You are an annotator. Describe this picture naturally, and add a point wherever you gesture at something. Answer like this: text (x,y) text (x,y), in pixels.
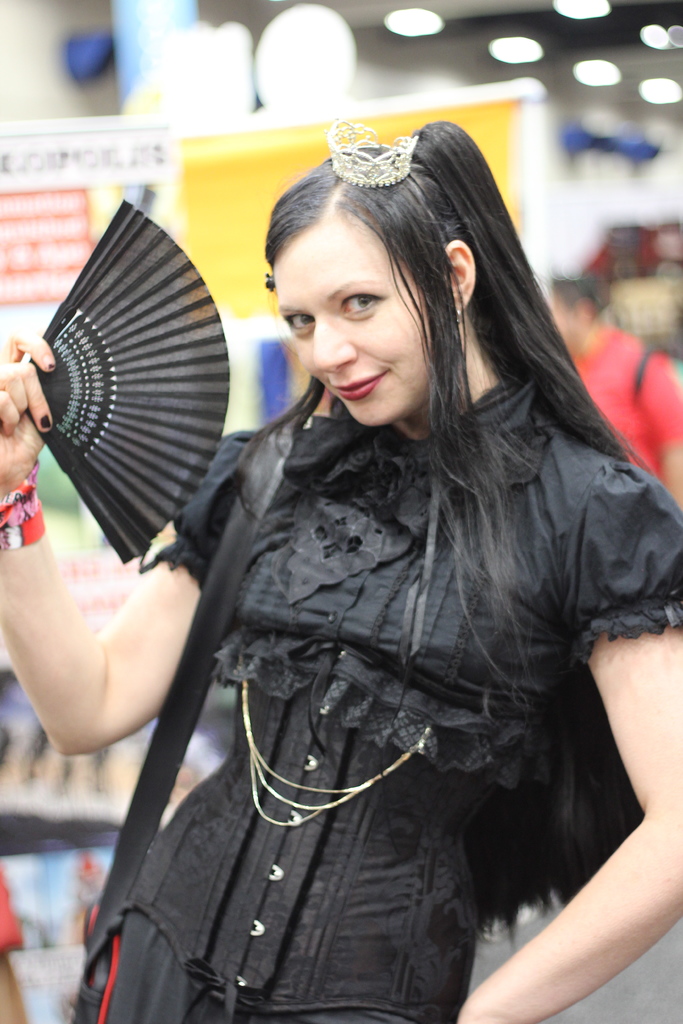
In this image in the foreground (317,532) there is one women (311,572) who is wearing a black dress (385,523) and she is holding something, and there is a blurry background (147,97) but we could see one person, objects (92,180) and lights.
